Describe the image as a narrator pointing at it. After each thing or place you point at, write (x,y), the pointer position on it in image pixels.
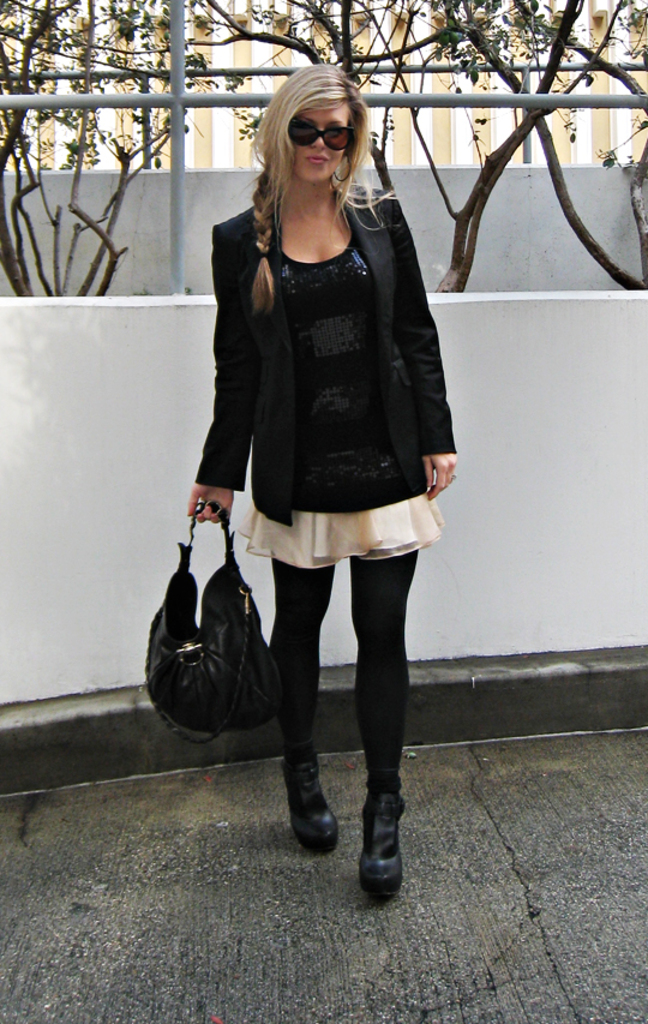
This picture shows a woman (268,511) standing and holding a handbag (148,649) in her hand (223,501) and we see few plants (92,278) back of her.
